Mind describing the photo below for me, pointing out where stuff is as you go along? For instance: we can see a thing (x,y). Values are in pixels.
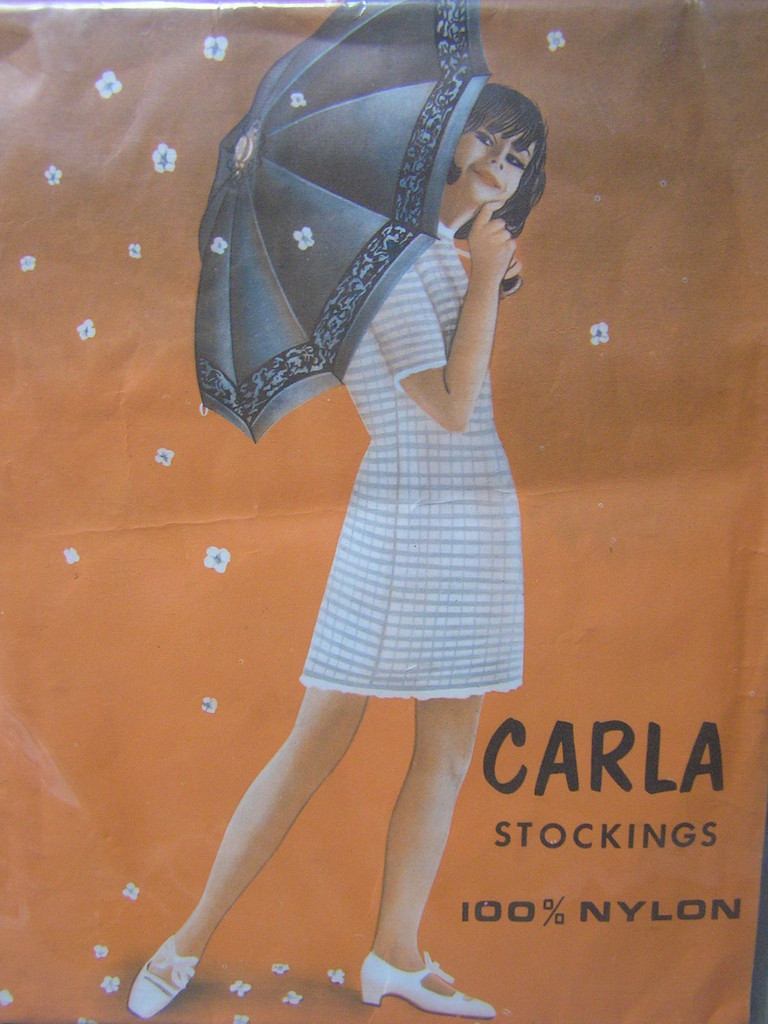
This image is a painting. In the center of the image (409,590) we can see girl (373,513) holding umbrella (339,256). At the bottom right corner (532,916) there is text (626,910).
